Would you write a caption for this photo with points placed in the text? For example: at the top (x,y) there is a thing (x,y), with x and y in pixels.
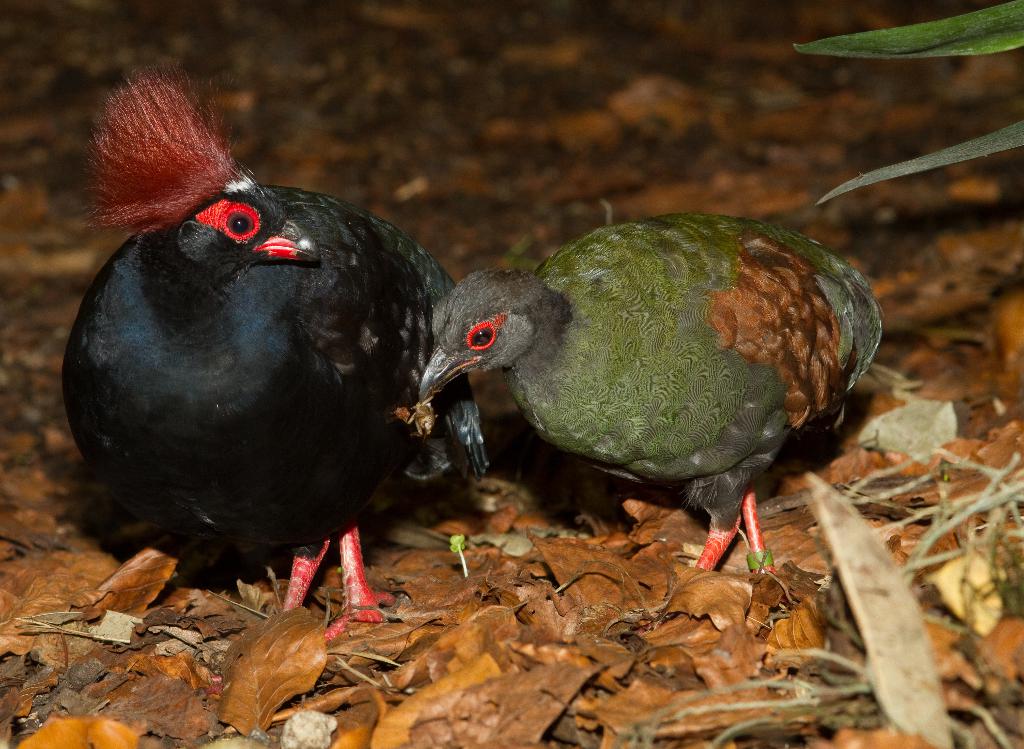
In the left side (220,398) it's a bird (239,394) which is in black color, In the right side (829,256) it's a bird (660,389) which is in grey, brown colors. These are the dried leaves (554,640) on the floor (582,656).
